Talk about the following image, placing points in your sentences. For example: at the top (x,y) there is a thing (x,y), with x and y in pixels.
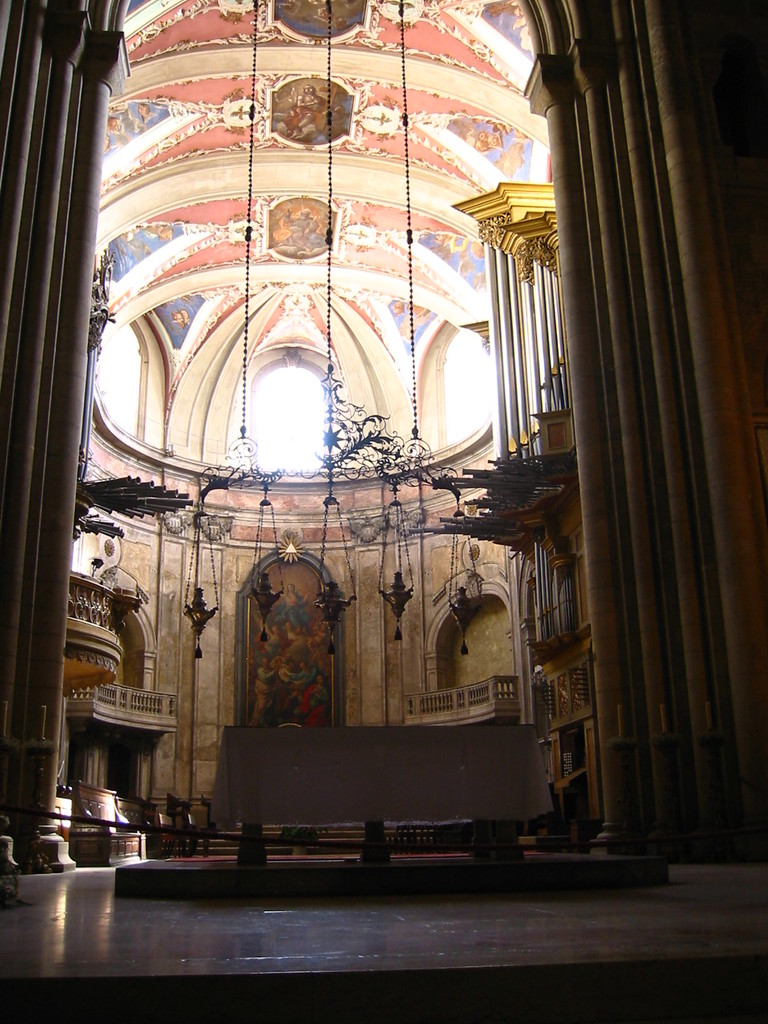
In this picture I can see inner view of a building (318,262) and looks like a bench (319,767) and I can see few hangings (266,505) and I can see painting (343,9) on the ceiling (195,93).
